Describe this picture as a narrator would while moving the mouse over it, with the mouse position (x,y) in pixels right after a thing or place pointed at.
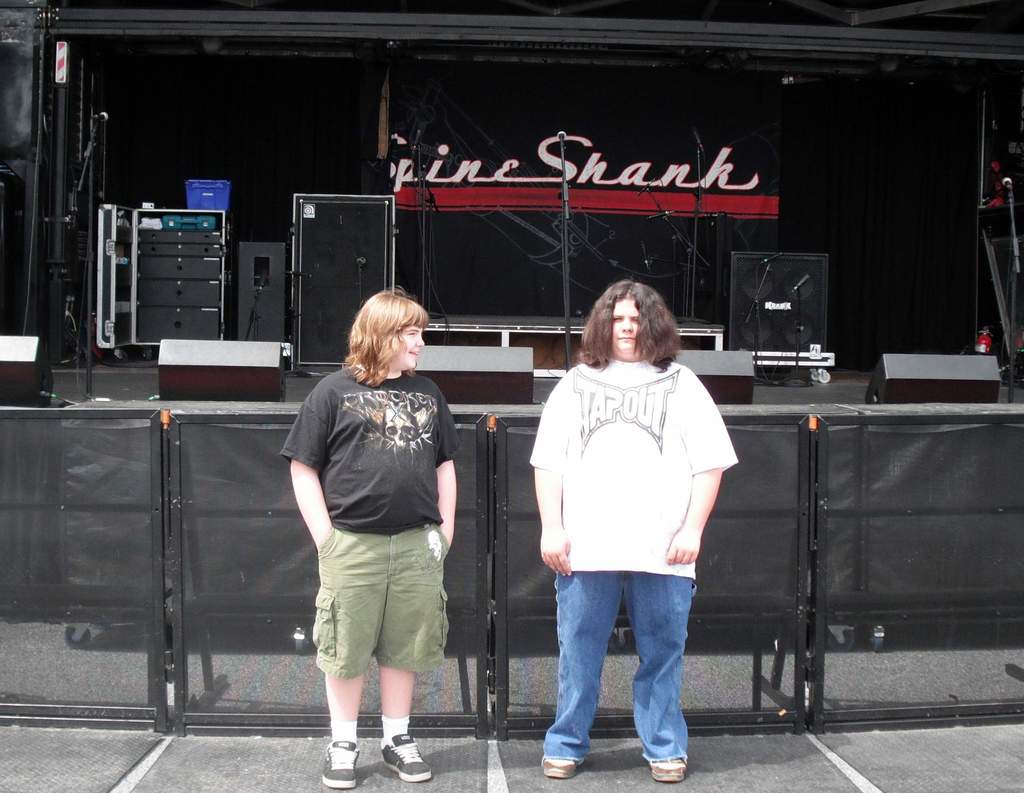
This is the picture of a place where we have two people (439,596) standing in front of the fencing (63,541) and behind there are some speakers (225,381), mics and some other things (130,299).
